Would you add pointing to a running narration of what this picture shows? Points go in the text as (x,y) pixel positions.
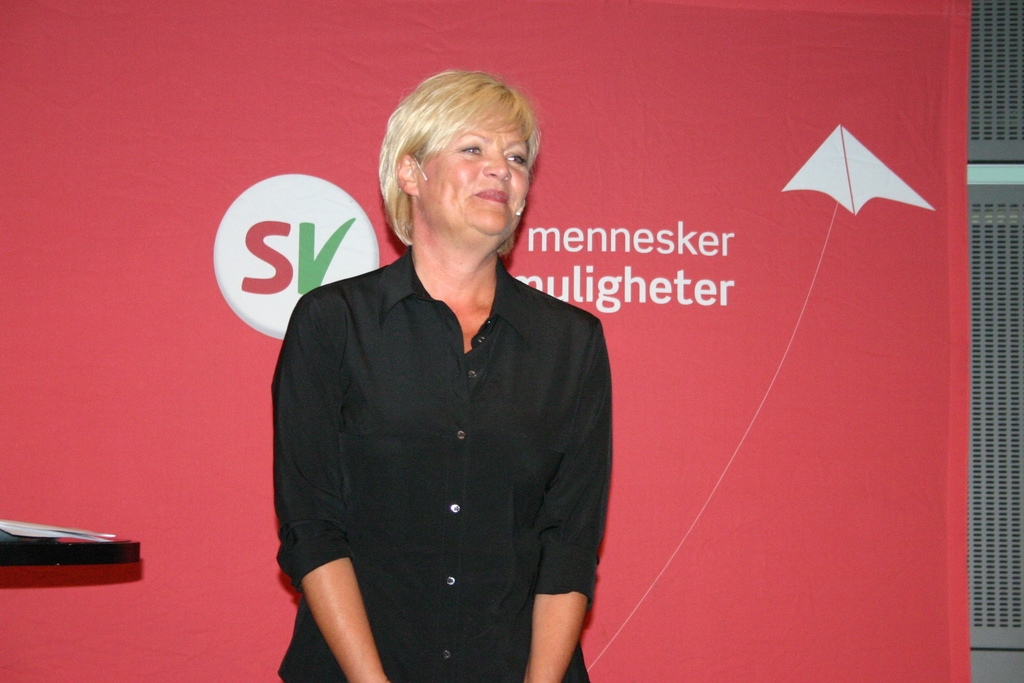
In this picture there is a woman (525,292) who is wearing shirt (406,343) and mic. Behind her I can see the banner (729,553). On the left (42,529) I can see some papers (30,526) on the table (45,550). On the right (1011,552) it might be the steel window (1016,406).
